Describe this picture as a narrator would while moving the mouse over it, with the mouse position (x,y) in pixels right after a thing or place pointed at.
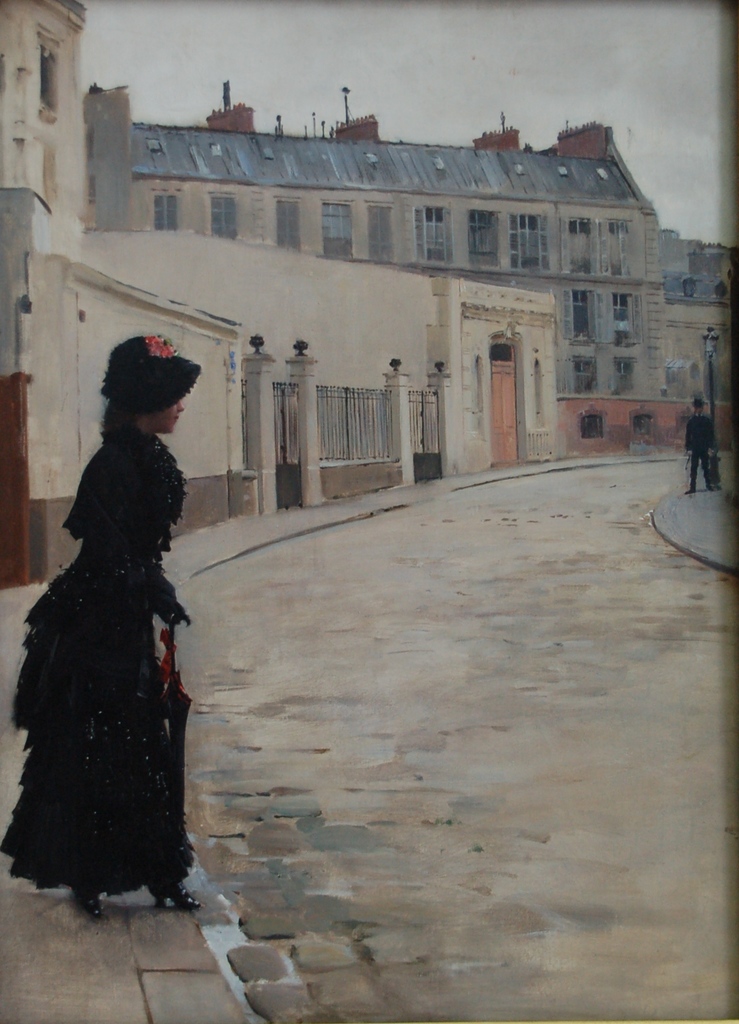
This image is clicked on the road (378,899). On the either sides of the road (565,534) there is a walkway (670,525). To the left (134,558) there is a woman (88,760) standing on the walkway (77,917). To the right (693,444) there is a man (706,473) walking on the walkway (711,501). Behind him there is a street light pole (710,394). In the background (416,303) there are buildings (478,251). At the top (386,44) there is the sky (411,26). The images seems to be a painting.
